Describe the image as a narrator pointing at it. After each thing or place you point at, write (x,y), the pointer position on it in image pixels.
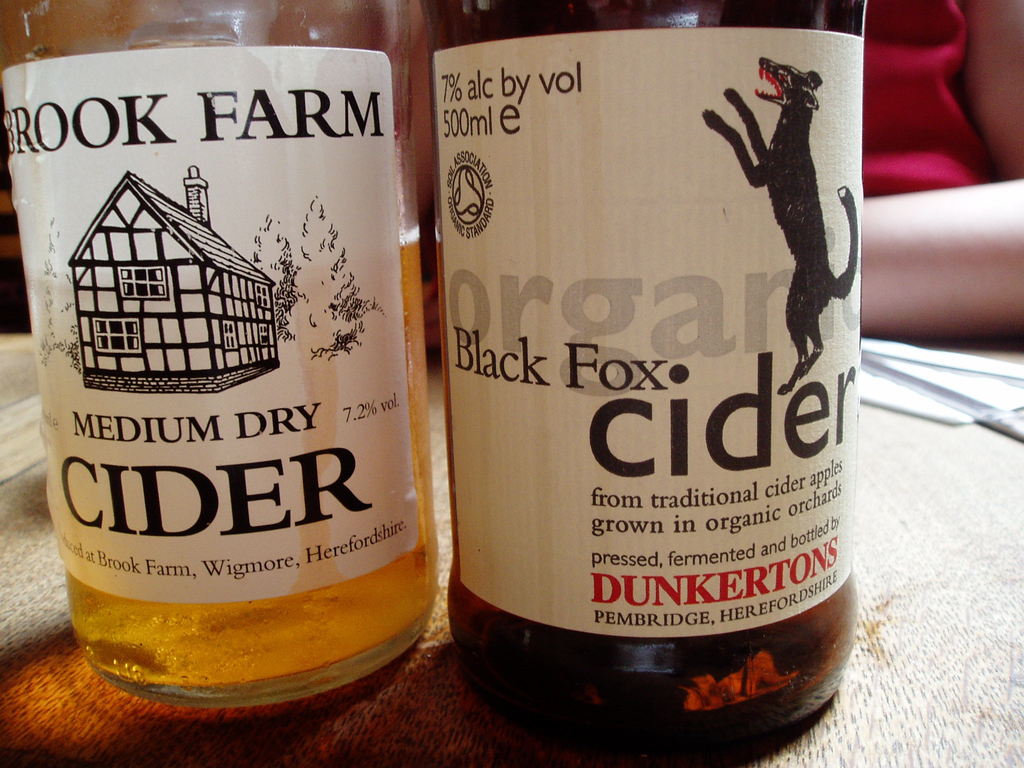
I can see two bottles (543,278) on a table (935,465) and at the background (948,214) i can see a person (918,93).
